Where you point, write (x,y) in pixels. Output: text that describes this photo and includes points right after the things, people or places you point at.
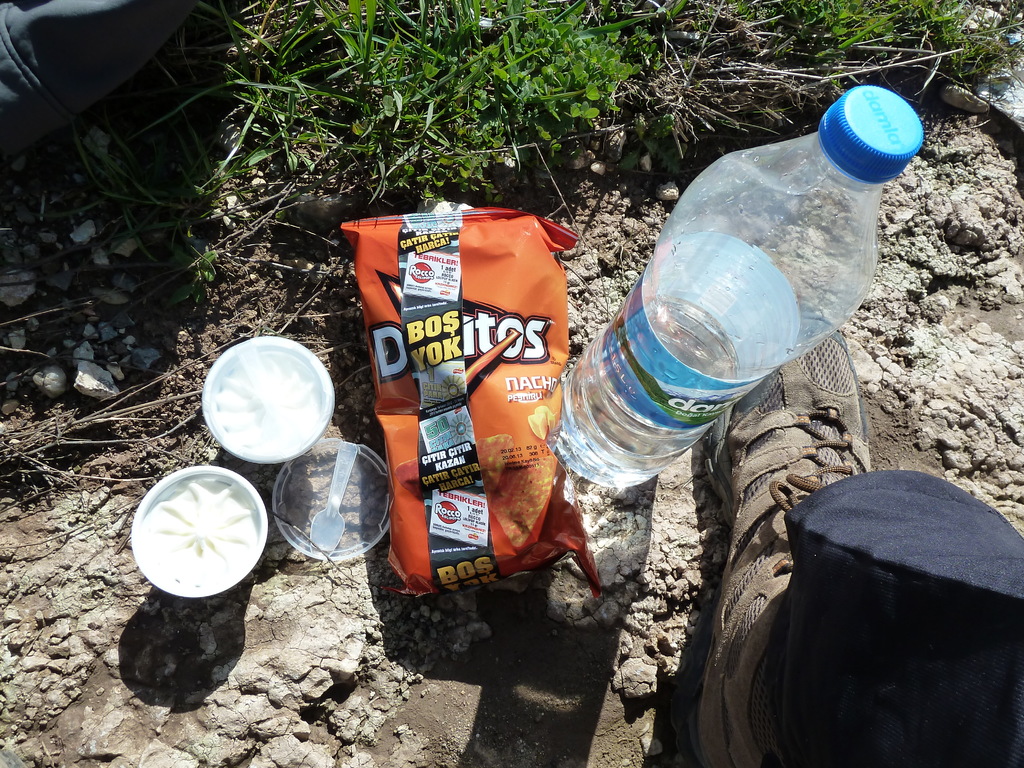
In this picture we can see bottle (690,404), chips packet (482,379), bowl (245,482), spoon (333,487), person's shoe (749,593) on floor (970,264) which is rocks (266,640) and aside to this there is grass (582,95).
